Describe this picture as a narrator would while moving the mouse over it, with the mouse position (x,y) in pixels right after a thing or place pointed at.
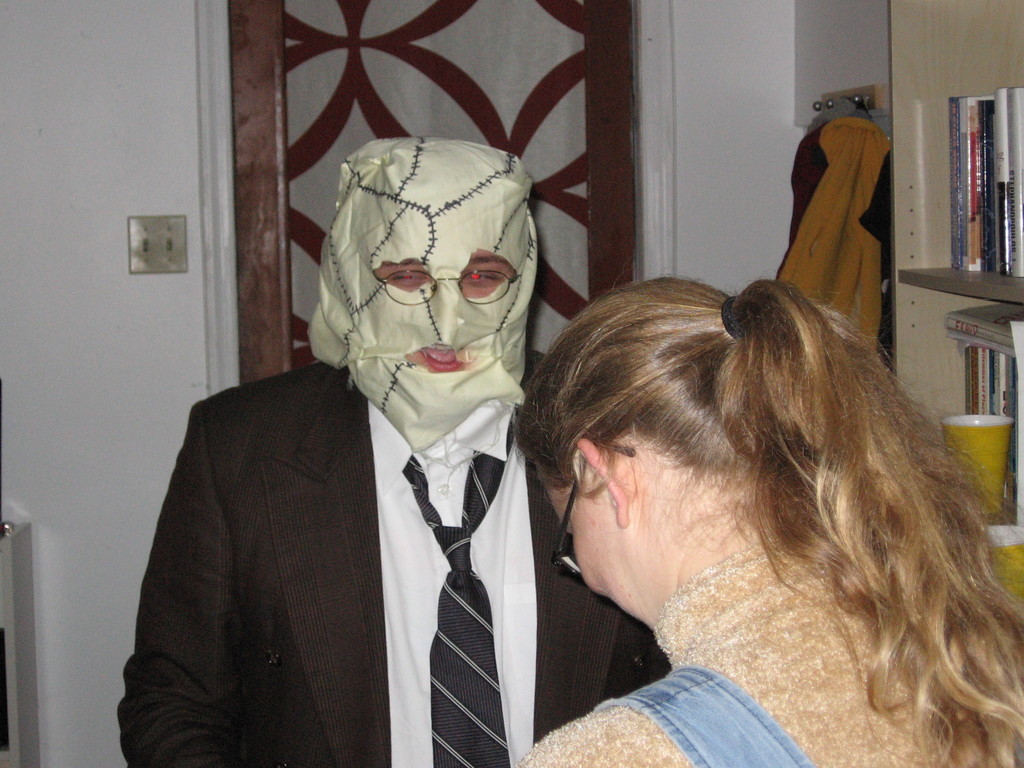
In this image, we can see a man (319,566) and a woman (863,729) standing, the man (387,579) is wearing a mask (368,207) on the face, we can see a rack (977,405) on the right (993,316), there are some books (1005,329) kept in the rack (930,238), in the background (885,20) we can see a door (425,52) and a wall (55,174).
